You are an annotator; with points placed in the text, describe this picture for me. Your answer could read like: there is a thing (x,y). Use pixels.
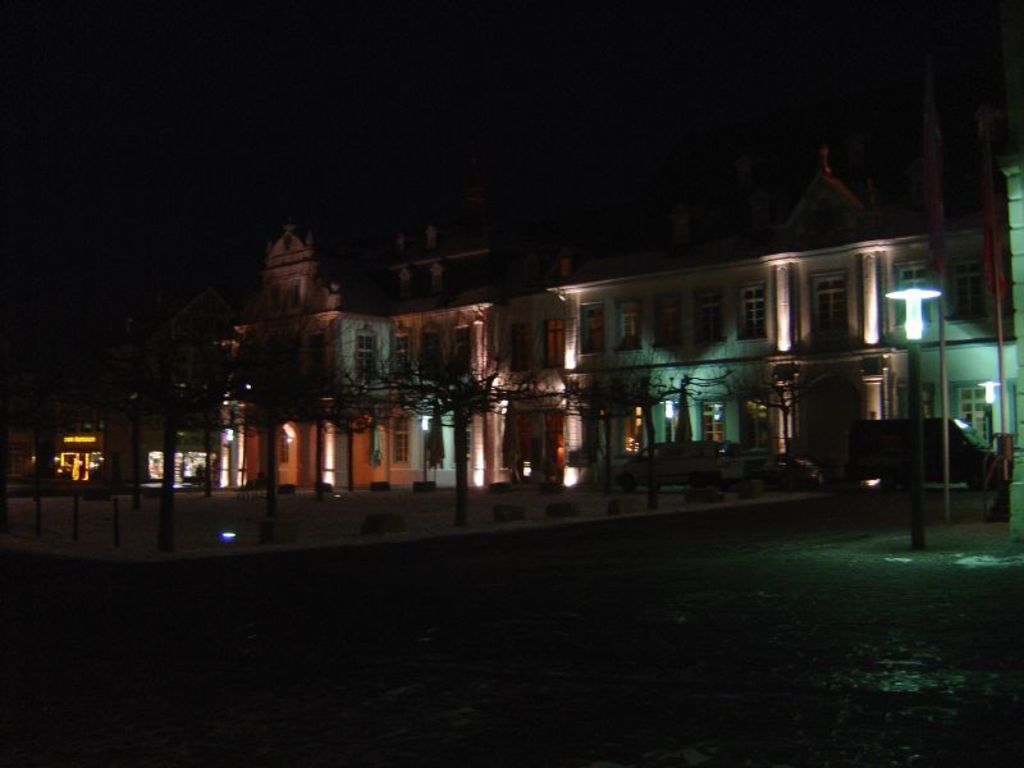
This is the picture of a building (562,441). In this picture there is a building (700,370) and there are vehicles (619,485) on the road (479,549). There are poles (915,448) and trees (606,461). At the top (283,92) there is sky (287,109). At the bottom (588,526) there is road (614,598).
